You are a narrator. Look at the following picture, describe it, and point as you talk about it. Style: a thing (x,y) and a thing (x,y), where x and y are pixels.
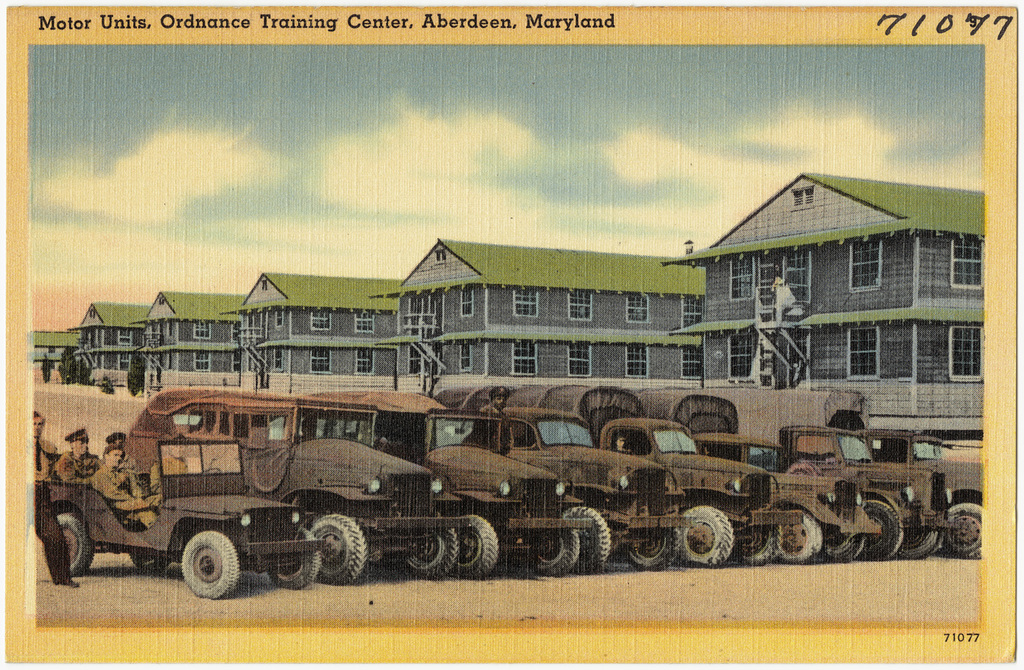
This image consists of a poster (495,552) in which there are vehicles (493,522) parked in a line. On the left (100,489), there are few persons (142,506). In the background (170,299), there are buildings (370,310) along with windows (322,315) and doors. At the top (583,151), there are clouds (624,147) in the sky (345,121).
